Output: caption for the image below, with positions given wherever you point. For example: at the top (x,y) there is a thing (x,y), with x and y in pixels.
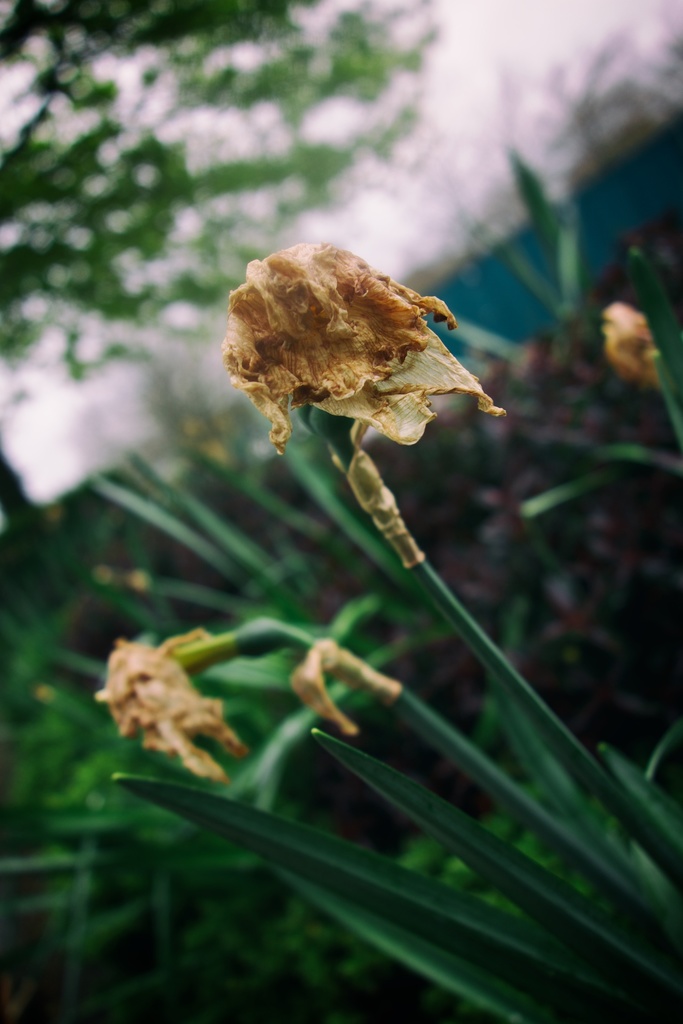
The picture consists of plants (216,659) and dry flowers (359,433). The background (385,116) is blurred.
